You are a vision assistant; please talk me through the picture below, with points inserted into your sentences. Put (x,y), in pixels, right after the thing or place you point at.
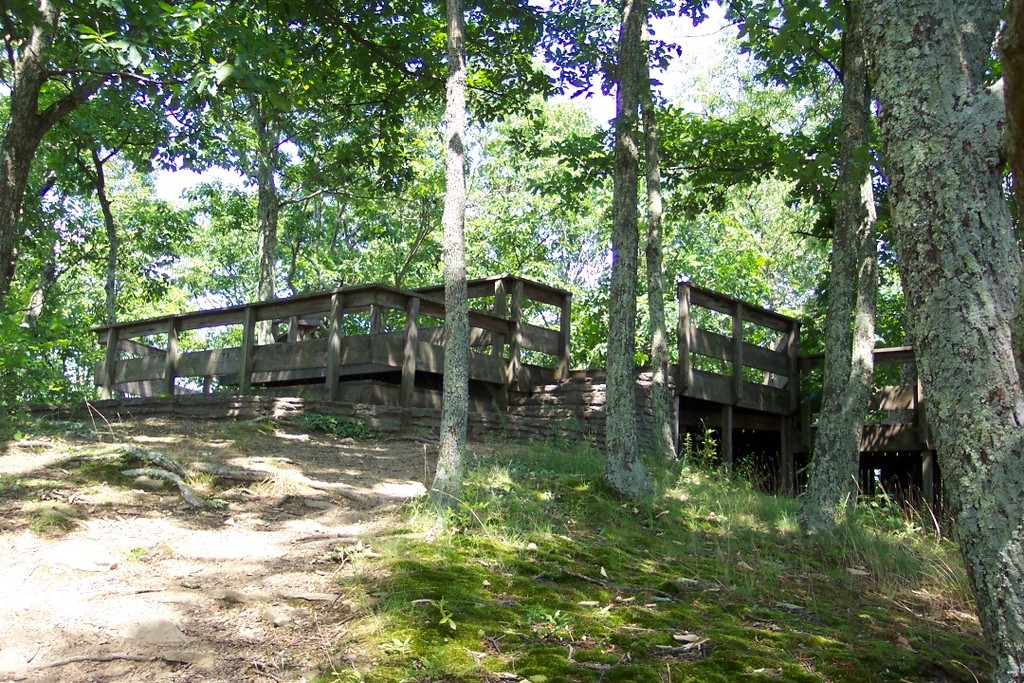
In this image, we can see so many trees (449,466), plants (2,339), grass (406,556), walkway (253,559), wooden poles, railing (783,364) and stairs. Background there is a sky (480,133).
